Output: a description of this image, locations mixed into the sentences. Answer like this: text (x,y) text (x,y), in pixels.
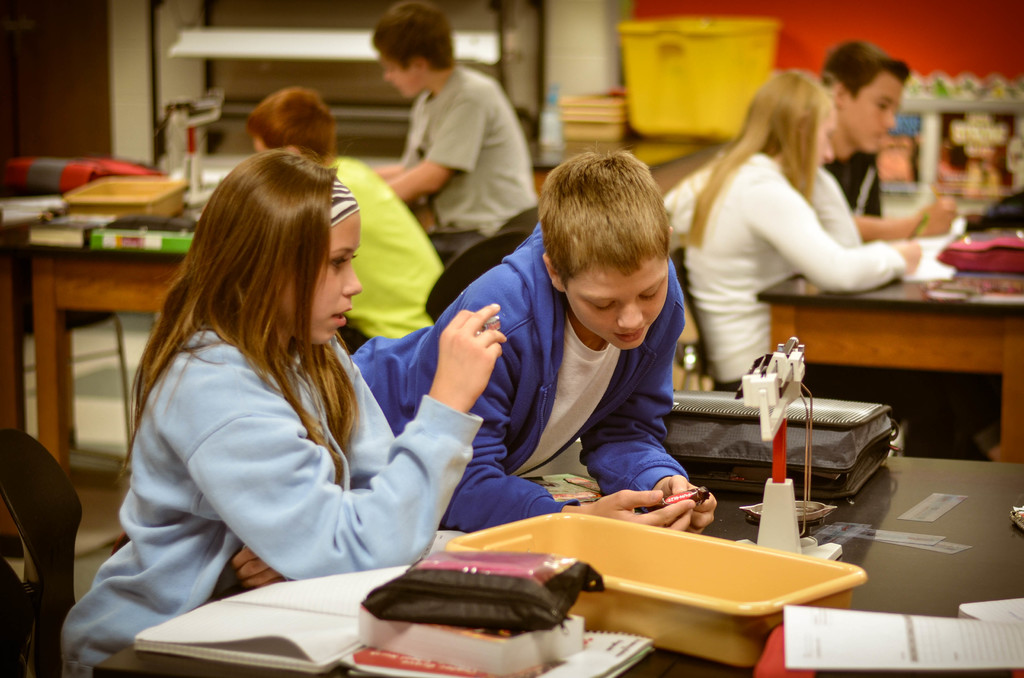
The image is taken in a classroom (378,617). In the foreground of the picture (360,496) there are two kids (396,528) and a table (893,495), on the table (910,493) there are books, file (866,461), papers (798,656) and various objects (643,573). In the background (628,97) there are tables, people (388,179), chairs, racks (401,1), baskets (75,203), wall (954,47) and various object (935,89). On the left (19,617) there is a backpack (50,177).
